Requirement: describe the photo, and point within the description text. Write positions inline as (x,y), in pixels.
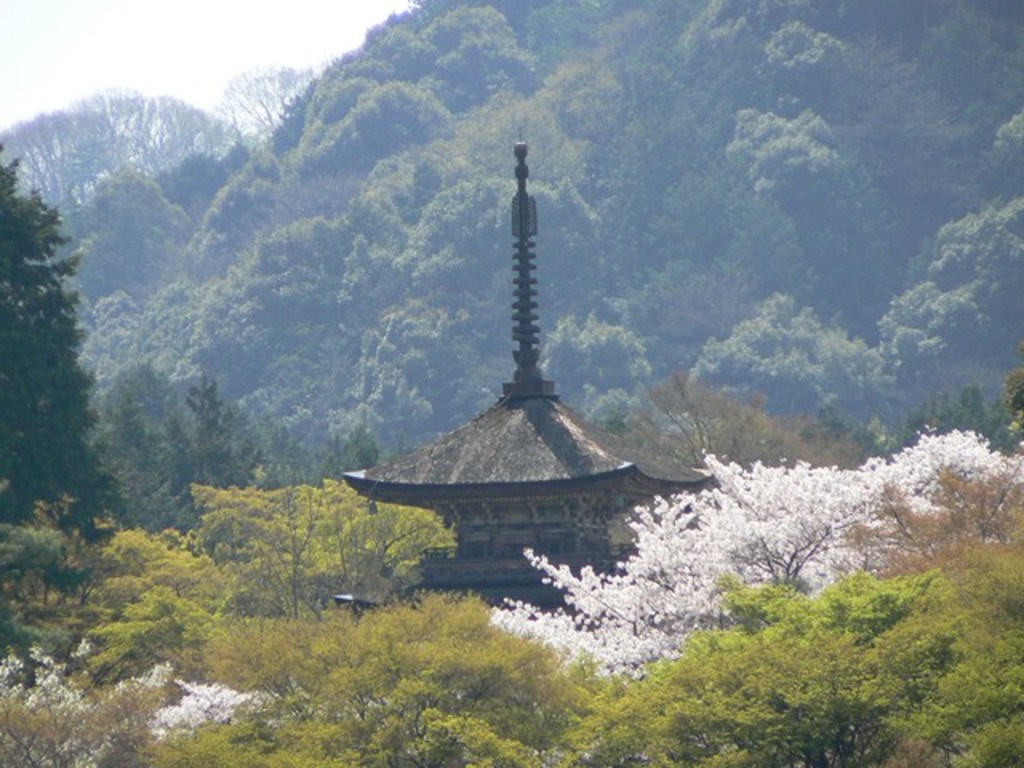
In this image, I can see an ancient building (559,533) and the trees (664,706). In the background (424,273), there is a mountain (246,83) and the sky (333,41).
